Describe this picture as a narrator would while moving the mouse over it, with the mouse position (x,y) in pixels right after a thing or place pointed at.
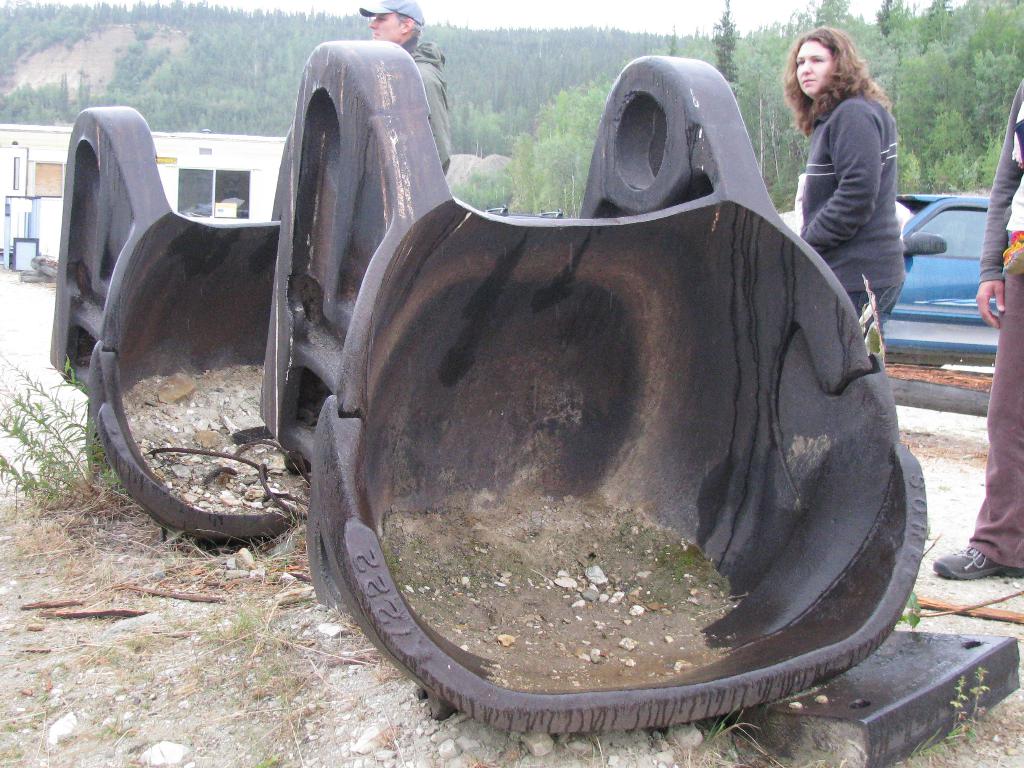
This image consists of metal objects (435,499) kept on the floor (159,651). At the bottom (199,745), there is ground (200,711). There are three persons (1005,270) in this image. In the background (157,98), there are many trees (559,44) and plants (933,12). To the right (971,280), there is a car (928,228).
